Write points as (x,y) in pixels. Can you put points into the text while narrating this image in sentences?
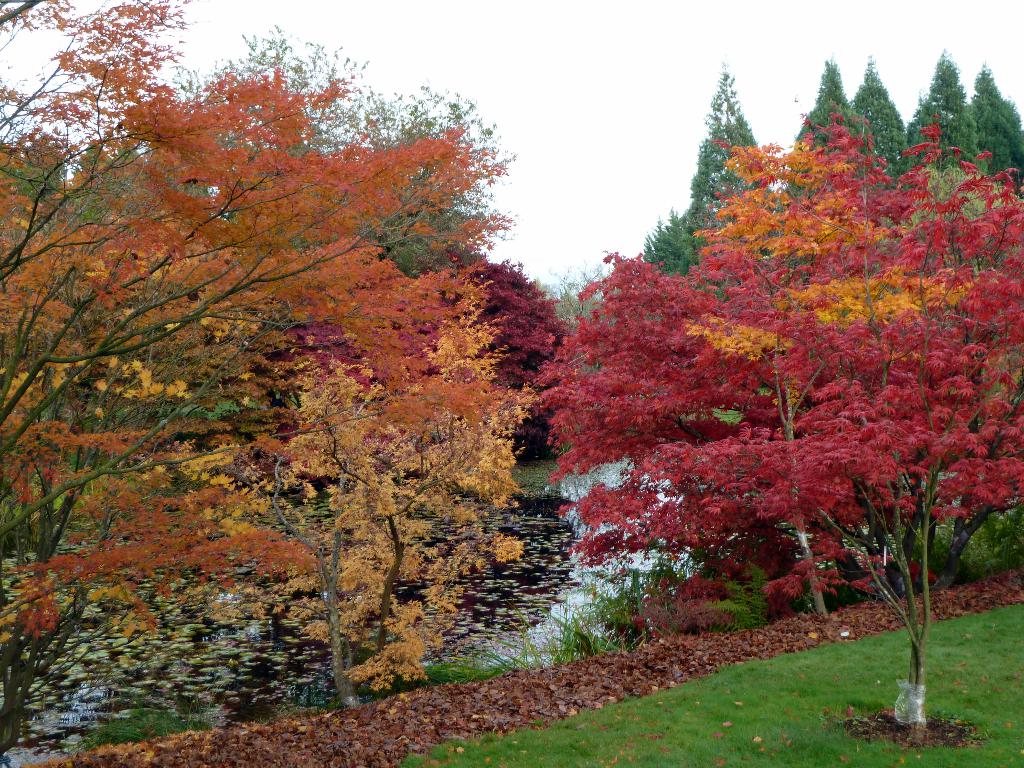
In this image we can see so many tree (326,418). Behind the trees (734,265) water (520,599) is present. Right bottom of the image (832,730) we can see some grassy land (650,710).
